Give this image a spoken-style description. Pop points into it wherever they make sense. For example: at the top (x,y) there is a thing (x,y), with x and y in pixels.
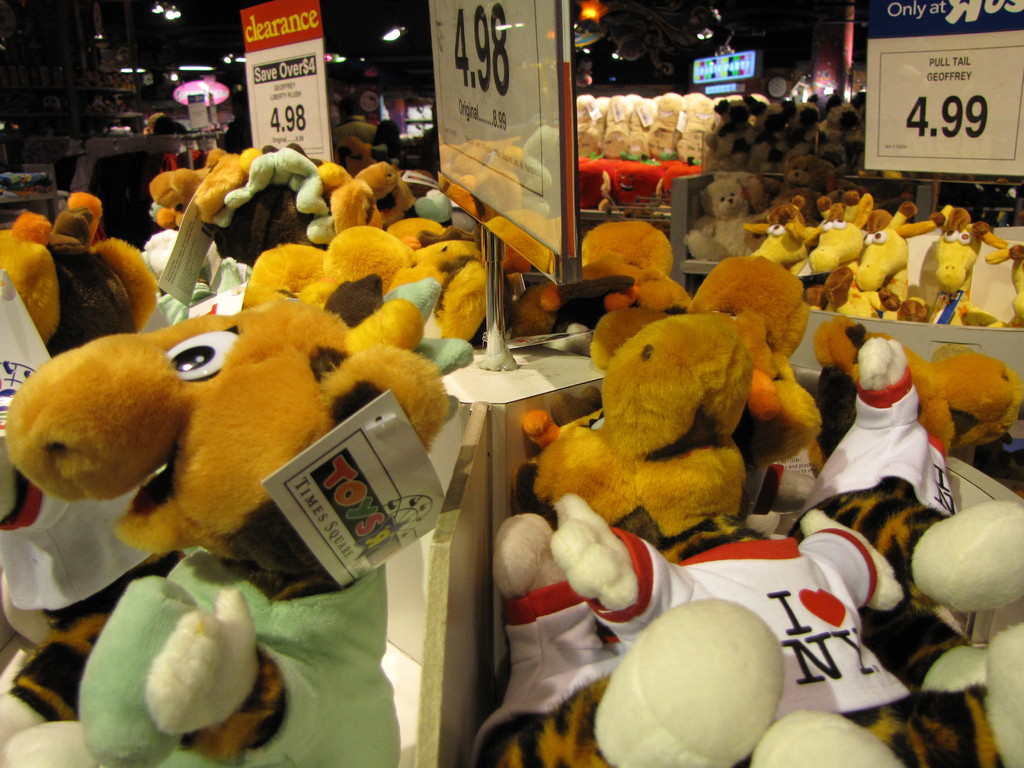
In this image I can see many toys (716,733). There are few boards (477,138) which are placed on the tables (549,381). On the boards (261,83) I can see the text (276,95). In the background (157,7) there are some lights (170,16).
